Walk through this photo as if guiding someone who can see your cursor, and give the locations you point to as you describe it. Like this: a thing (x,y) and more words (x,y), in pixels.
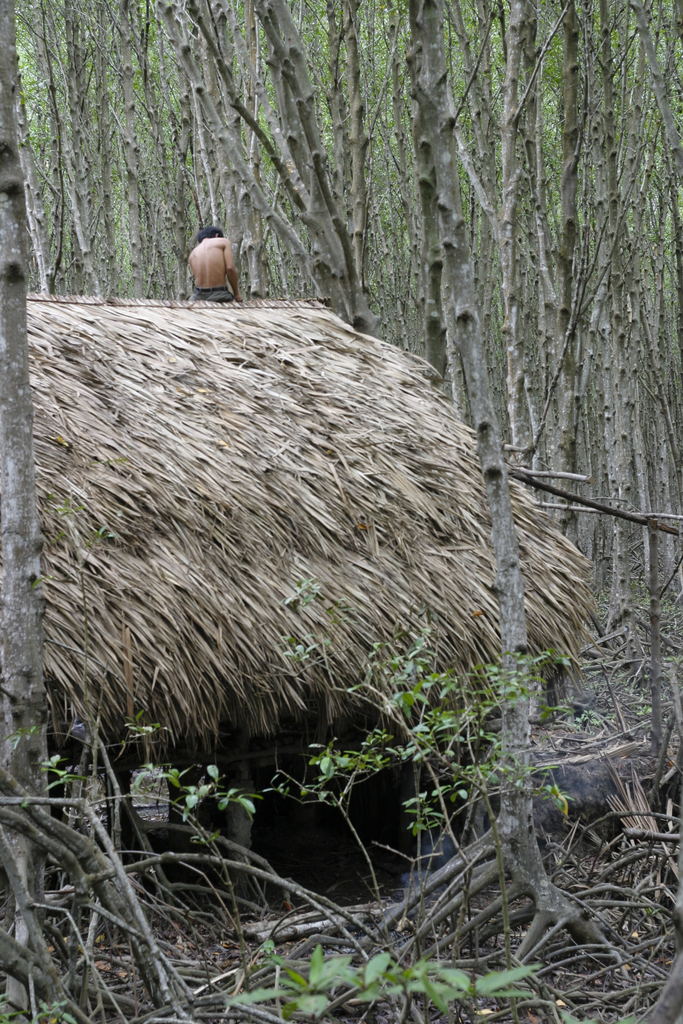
In this picture I can see the plants (339,772) and sticks (95,849) in front (559,902) and in the middle of this picture (306,373) I see a hut (200,401) and I see a person (204,270). In the background (189,281) I see number of trees (263,214).
